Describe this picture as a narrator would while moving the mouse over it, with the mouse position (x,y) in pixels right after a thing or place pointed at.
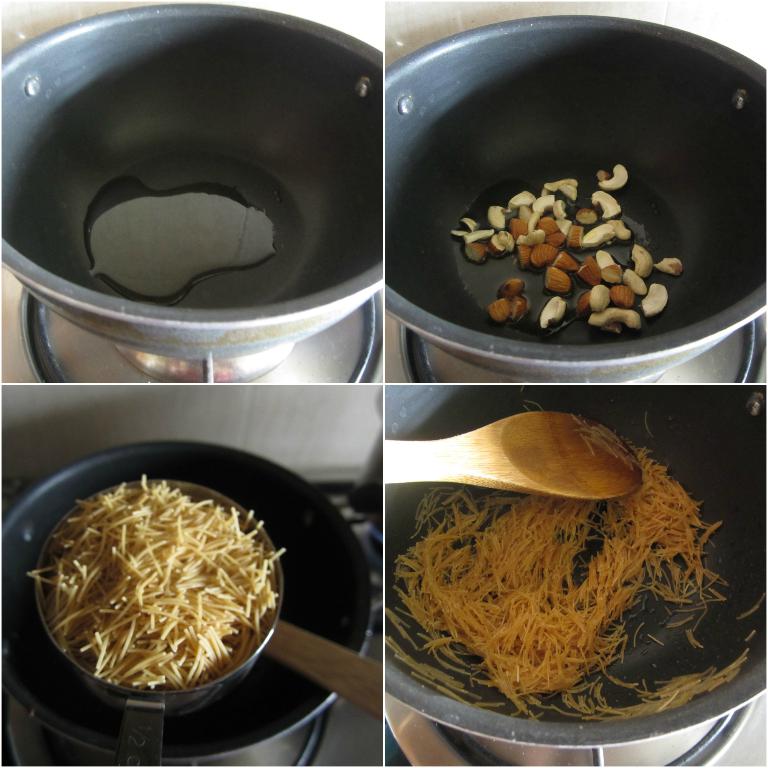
In the image we can see collage photos. In the collage photos we can see the container (224,326) and in the container (242,303) we can see food item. Here we can see curry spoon (421,442) and liquid (199,221) in the container (76,226).
